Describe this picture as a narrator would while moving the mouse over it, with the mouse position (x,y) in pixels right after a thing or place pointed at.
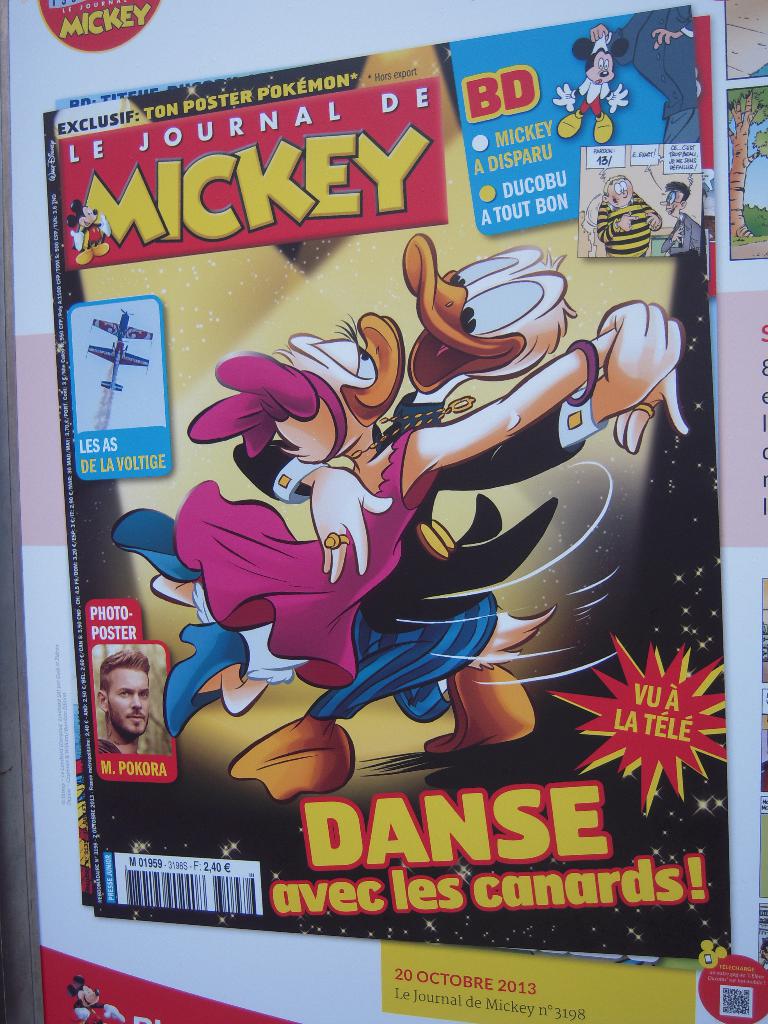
In this image, we can see some poster (391,534). Here we can see a mickey mouse (589,105), ducks (458,360), aircraft (148,365), some objects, barcodes (221,895). Left side of the image (159,728), we can see a person picture (127,698).
